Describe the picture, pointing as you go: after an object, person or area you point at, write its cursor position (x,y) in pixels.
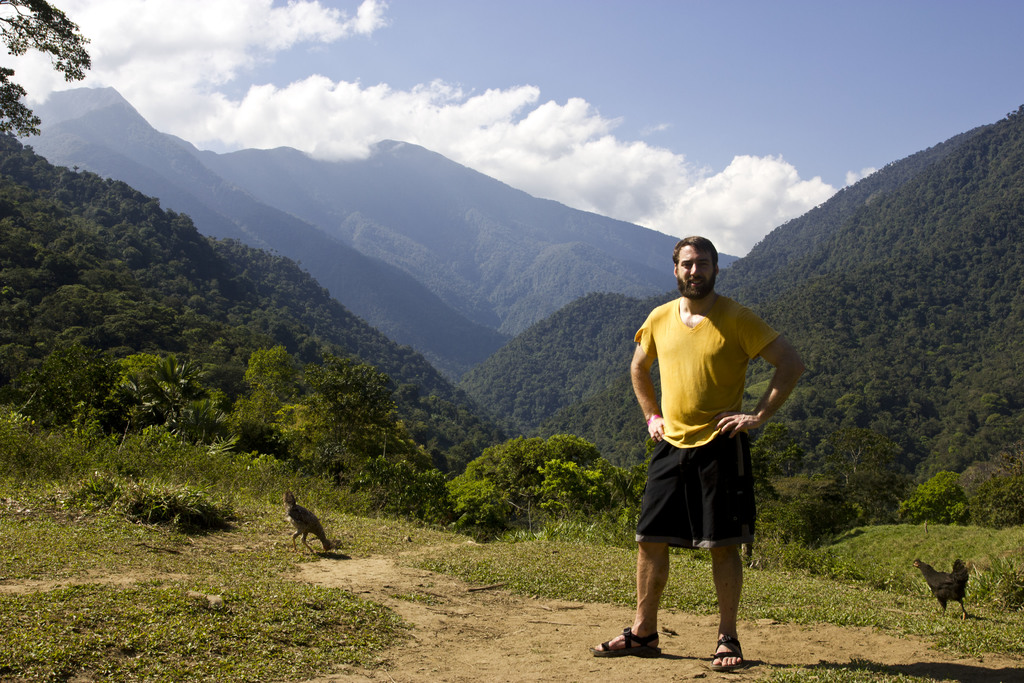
In this image we can see a man (675,492). On the ground (262,576) there is grass (425,548). Also there are hens (309,532). In the background (877,265) there are hills (445,240). Also there are trees (629,364). And there is sky (588,108) with clouds (738,178).
